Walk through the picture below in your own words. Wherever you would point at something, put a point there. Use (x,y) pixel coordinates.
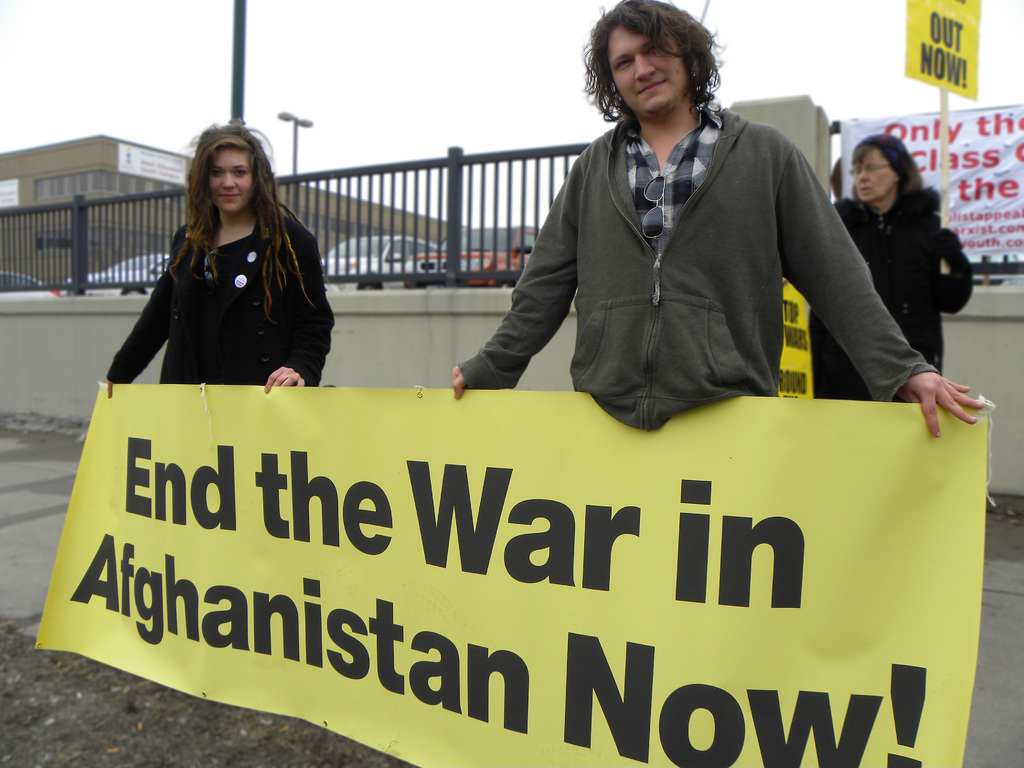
In this image we can see there are people (470,382) holding a banner (668,433) and a stick (947,224). At the back (350,351) there is a wall (391,332) and a fence (458,234). And there are vehicles (394,241), building (386,234), light poles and the sky (507,104).
